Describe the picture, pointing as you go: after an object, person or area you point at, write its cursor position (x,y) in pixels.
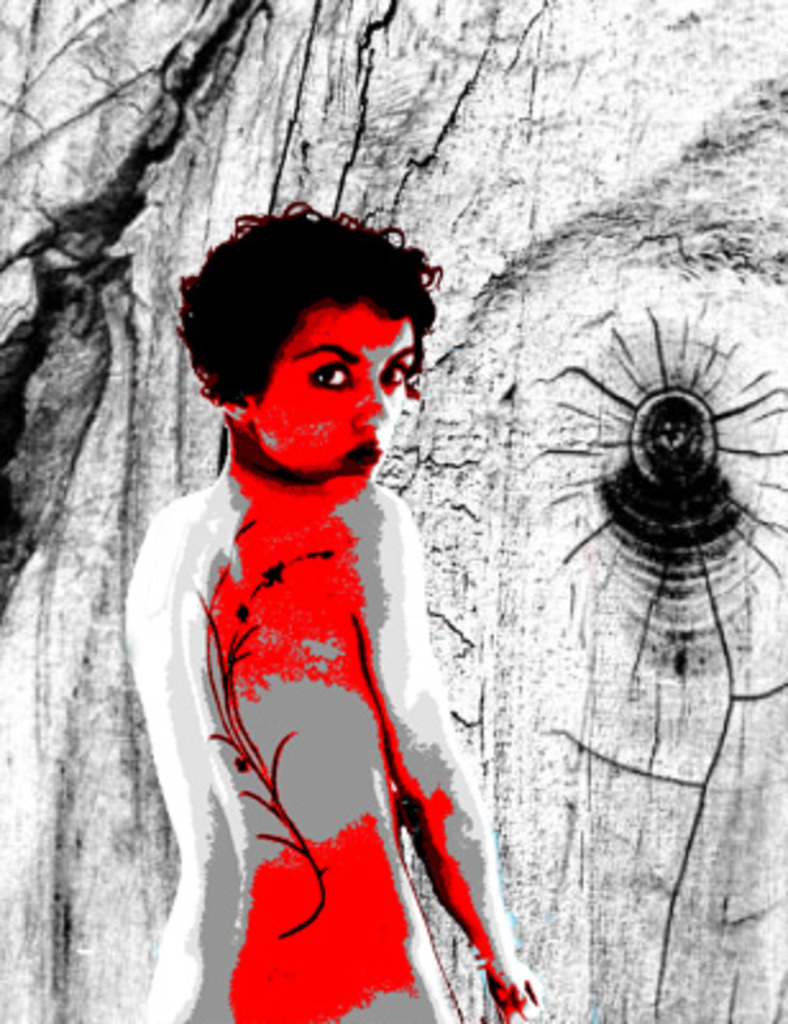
This is an edited image. In this image, in the middle (336,565), we can see a woman (376,417) wearing red color painting (314,537). On the right side (675,482), we can see an insect (685,399). In the background (589,353), we can see black and white.
